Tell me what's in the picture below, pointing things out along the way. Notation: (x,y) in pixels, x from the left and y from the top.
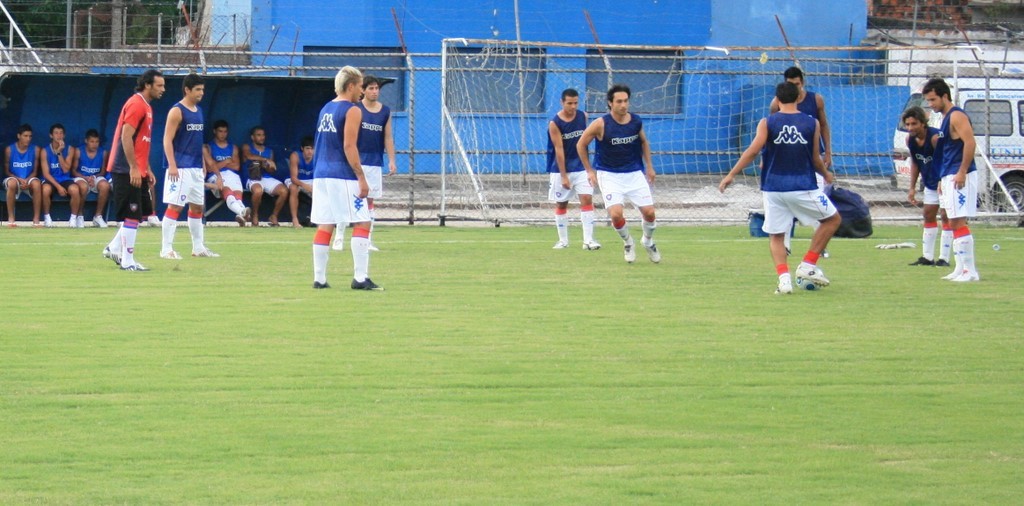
In this picture there are group of boys (190,165) those who are playing the football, it seems to be a ground (729,367) and there are other boys (273,207) those who are sitting at the left side of the image (100,179) and there is a van (996,89) at the right side of the image (903,160).
